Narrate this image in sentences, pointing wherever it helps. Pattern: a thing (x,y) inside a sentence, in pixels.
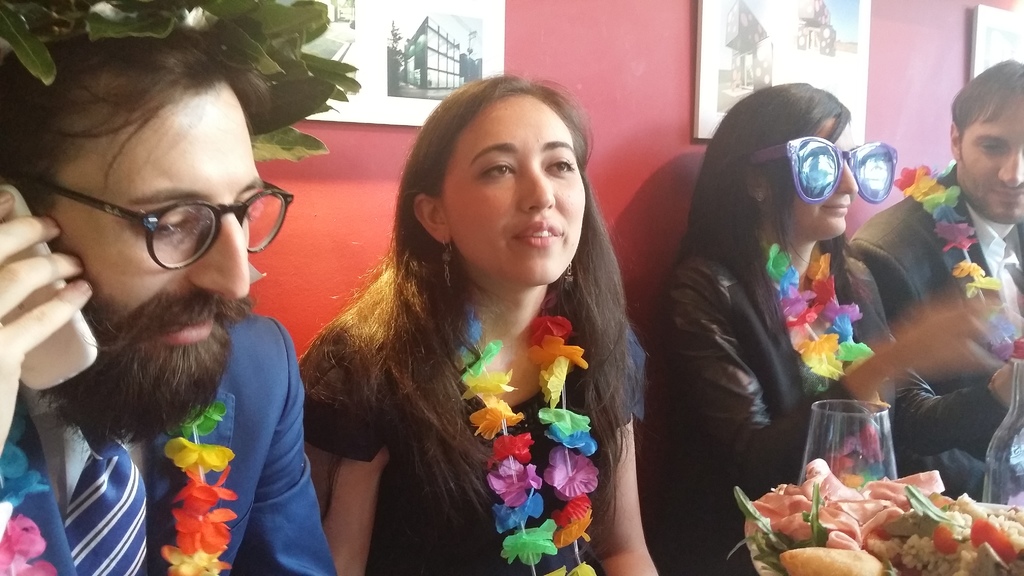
In this image I can see two men (316,543) and two women (410,181) are sitting. I can see one of them is holding a phone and I can see few of them are wearing blazers (244,506). I can also see plastic flowers (578,439) around everyone's neck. Here I can see she is wearing shades (796,180), I can also see few frames (853,58) on wall (922,82), few leaves (313,84), a glass (876,423), a bottle (1018,472) and food (935,504).
